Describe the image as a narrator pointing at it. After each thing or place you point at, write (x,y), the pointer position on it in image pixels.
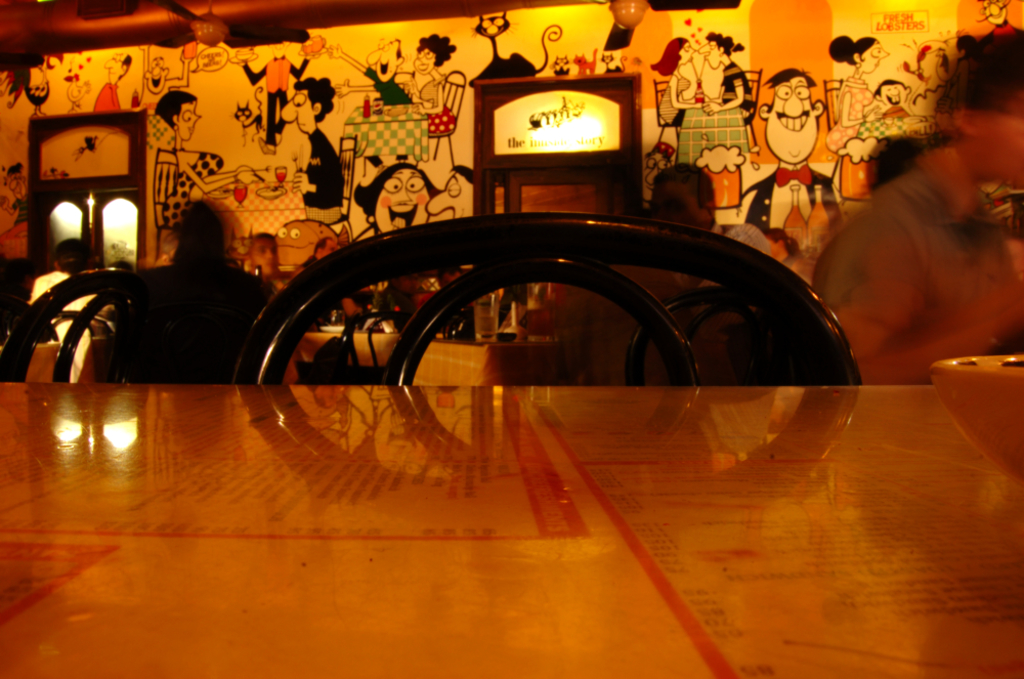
In this image I can see the brown color table (458,518) and the black color chair (601,291). To the side I can see the bowl (966,424) on the table (839,501). In the back (339,307) there are few people (675,277) with different color dresses (889,264) and I can see the colorful wall (270,156) in the back (208,141).
